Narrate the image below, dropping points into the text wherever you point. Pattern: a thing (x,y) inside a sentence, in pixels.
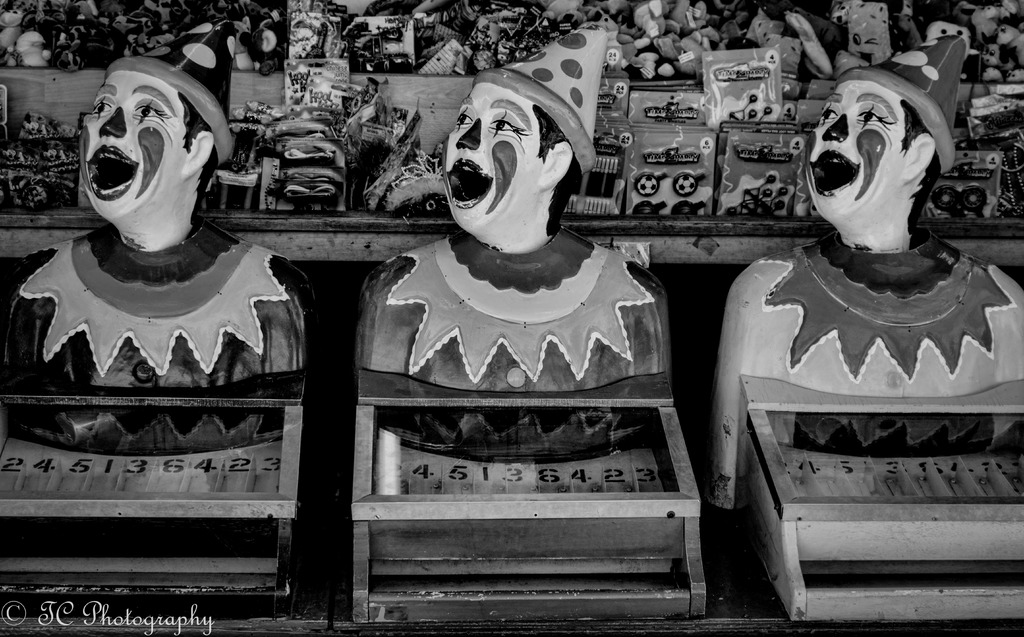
In this image I can see the statues (139,327) of the person (393,304). In the background (413,105) I can see the toys (256,164) and some objects (278,138). And this is a black and white image.
